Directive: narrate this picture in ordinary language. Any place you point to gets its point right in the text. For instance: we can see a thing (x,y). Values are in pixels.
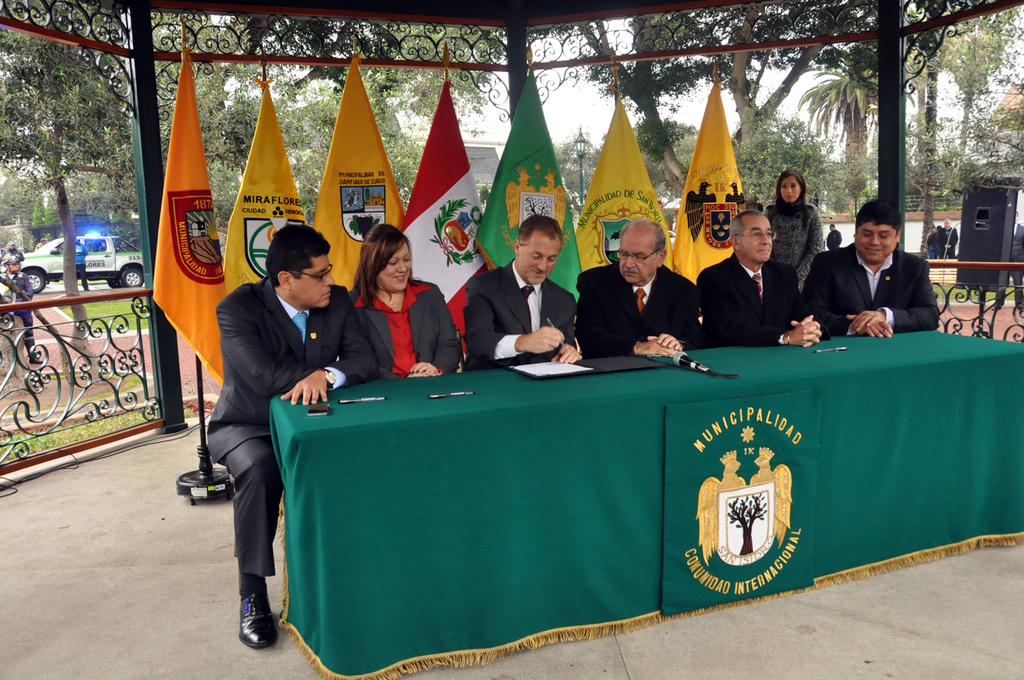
In this picture there are six persons (685,337) were sitting on the chair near to the table (937,418). On the table (652,411) I can see the file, pen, papers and mobile phone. Behind them I can see the different flags (563,222). Beside the flag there is a woman (805,229) who is standing near to the fencing (962,263). On the right (968,257) there is a speaker (980,213). On the left (100,251) there is a car (114,251) which is parked near to the trees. In the background (984,167) I can see the trees (593,157), plants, grass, street lights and buildings (475,166). Here it's a sky (564,139).
